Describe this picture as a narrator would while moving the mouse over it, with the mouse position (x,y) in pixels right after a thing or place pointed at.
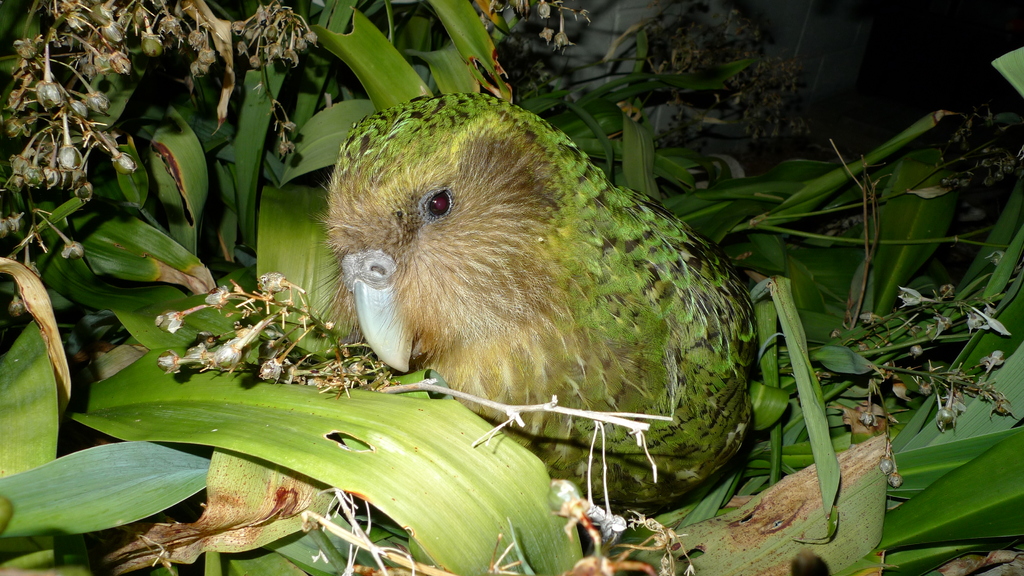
In this image, I can see a bird (711,359), which is green in color. I think these are the plants (415,473) with leaves (403,468). I can see the bunch of flower buds (85,177).
